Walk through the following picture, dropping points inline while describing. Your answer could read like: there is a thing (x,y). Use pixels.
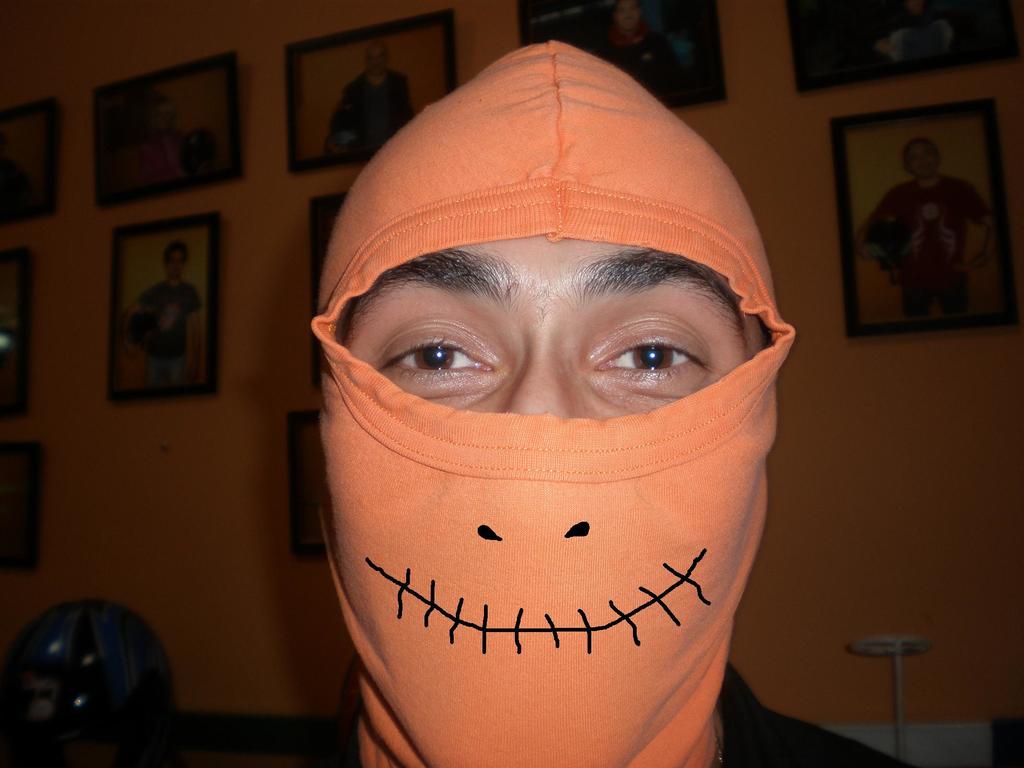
There is a person (349,288) in the center of the image (471,339) wearing a mask (538,417), there are frames (993,112) and other objects (25,705) in the background area (69,659).
